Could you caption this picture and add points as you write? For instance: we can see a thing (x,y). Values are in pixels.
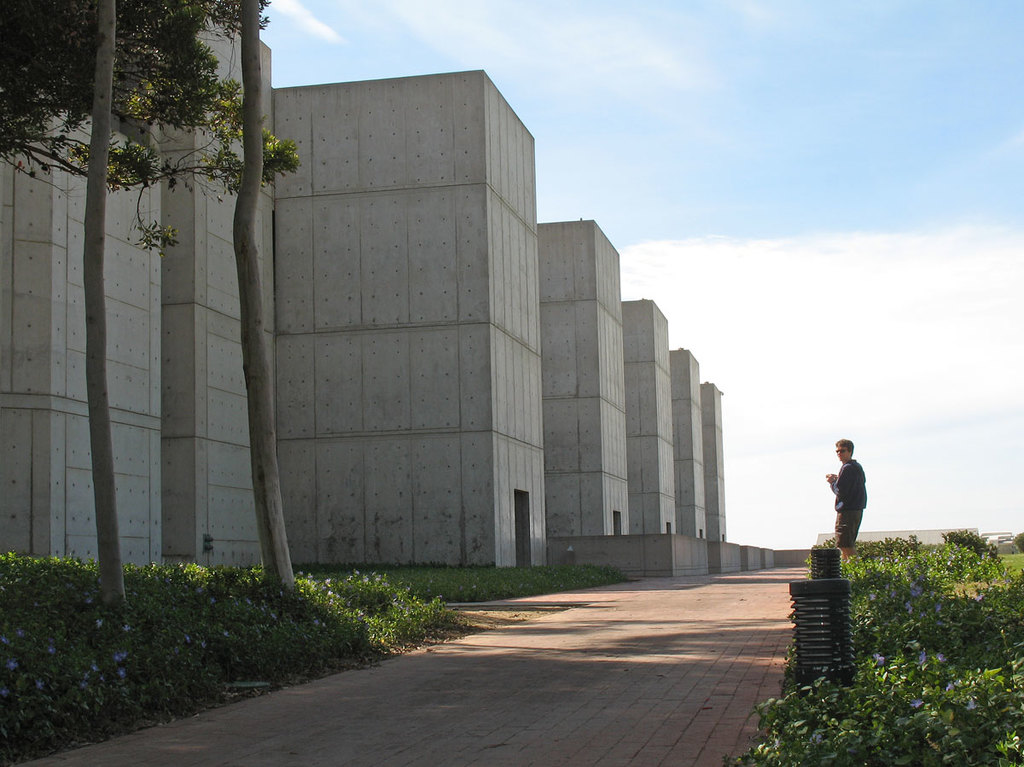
In this image, we can see a person (861,499) wearing clothes (847,501) and standing in front of the building (478,435). There are plants (362,616) in the bottom left (166,716) and in the bottom right of the image (859,691). There are stems (250,343) on the left side of the image (97,343). There is a sky (979,322) at the top of the image (946,194).
